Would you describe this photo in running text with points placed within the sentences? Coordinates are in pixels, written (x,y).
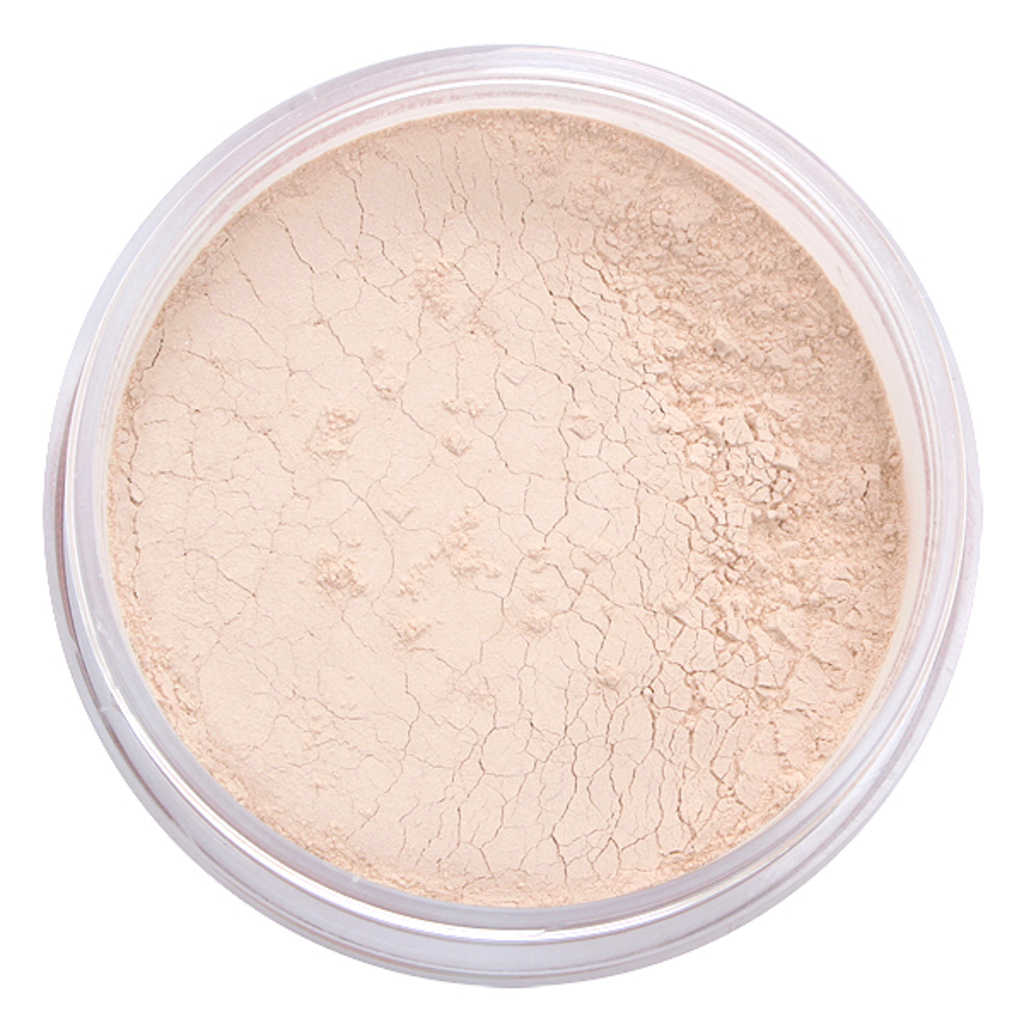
In this picture I can see powder (567,465) in a plastic container (374,931).
